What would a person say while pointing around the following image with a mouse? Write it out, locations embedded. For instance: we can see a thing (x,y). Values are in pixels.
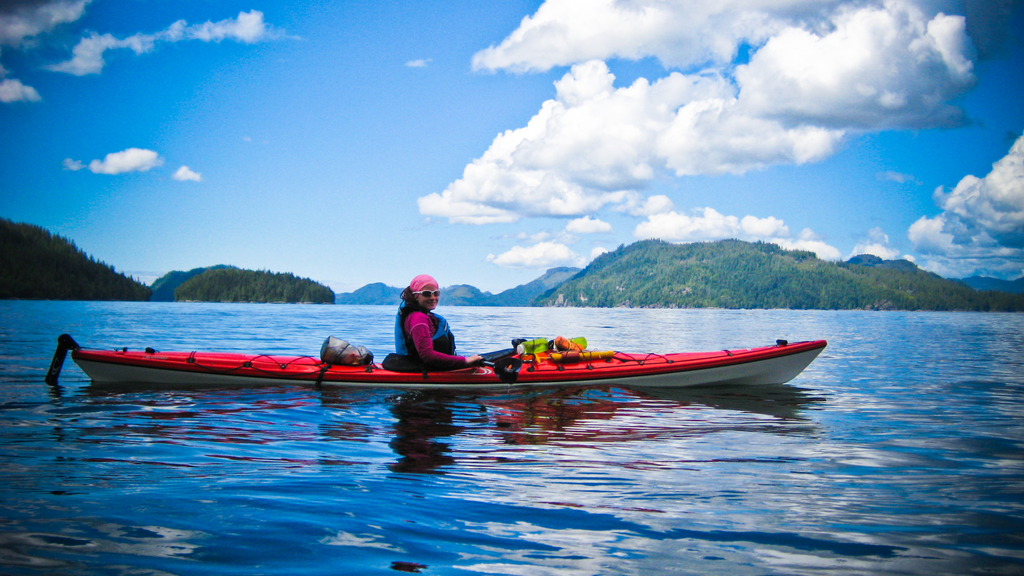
In this picture I can see a person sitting on the boat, which is on the water (481,460), there are trees (814,278), hills (829,274), and in the background (633,121) there is sky (619,131).
